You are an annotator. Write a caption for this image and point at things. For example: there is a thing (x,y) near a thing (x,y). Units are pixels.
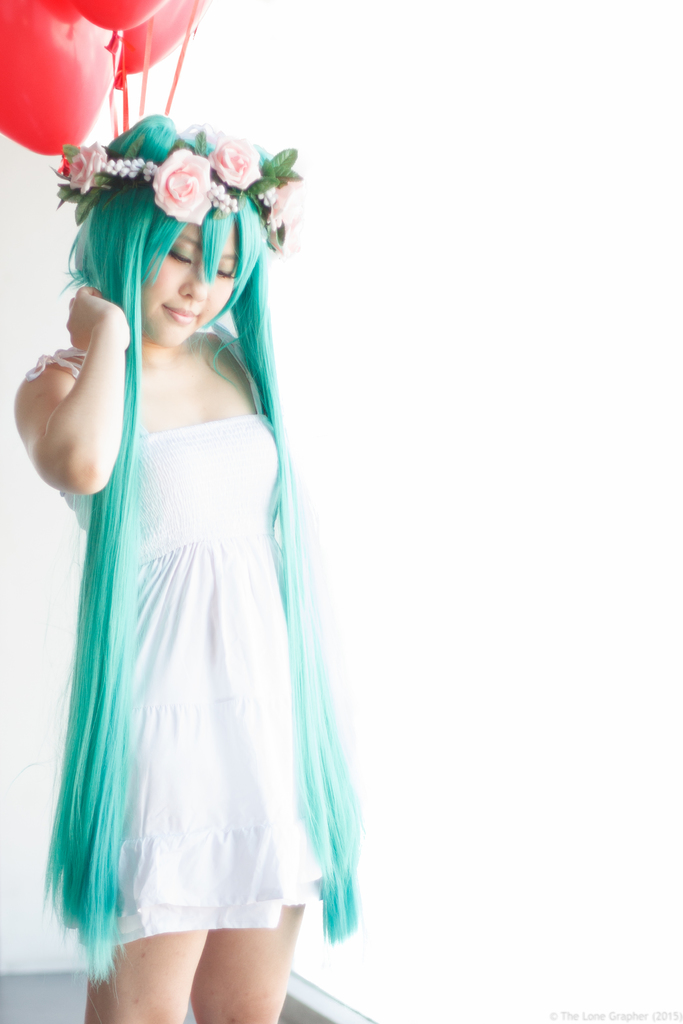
In this picture we can see a woman (105,921) standing and smiling, flowers (170,191) and in the background (53,101) we can see red balloons (93,94).
